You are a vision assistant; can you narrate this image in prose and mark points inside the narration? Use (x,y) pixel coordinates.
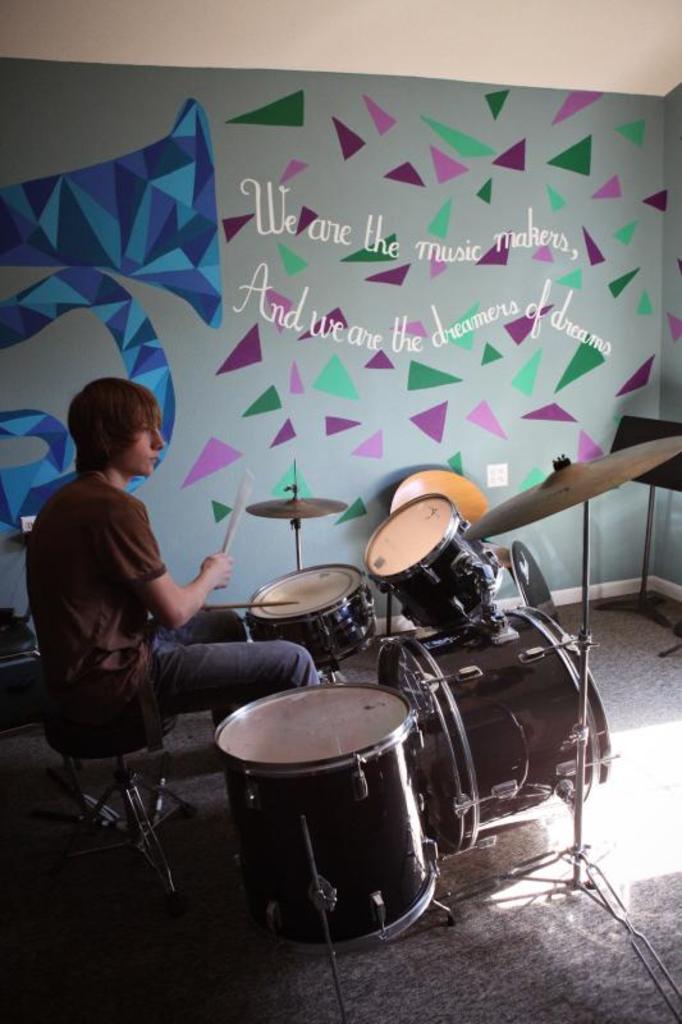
In this image I can see the person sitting and the person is playing few musical instruments (390,877). Background (213,117) the wall (310,230) is in multicolor.
